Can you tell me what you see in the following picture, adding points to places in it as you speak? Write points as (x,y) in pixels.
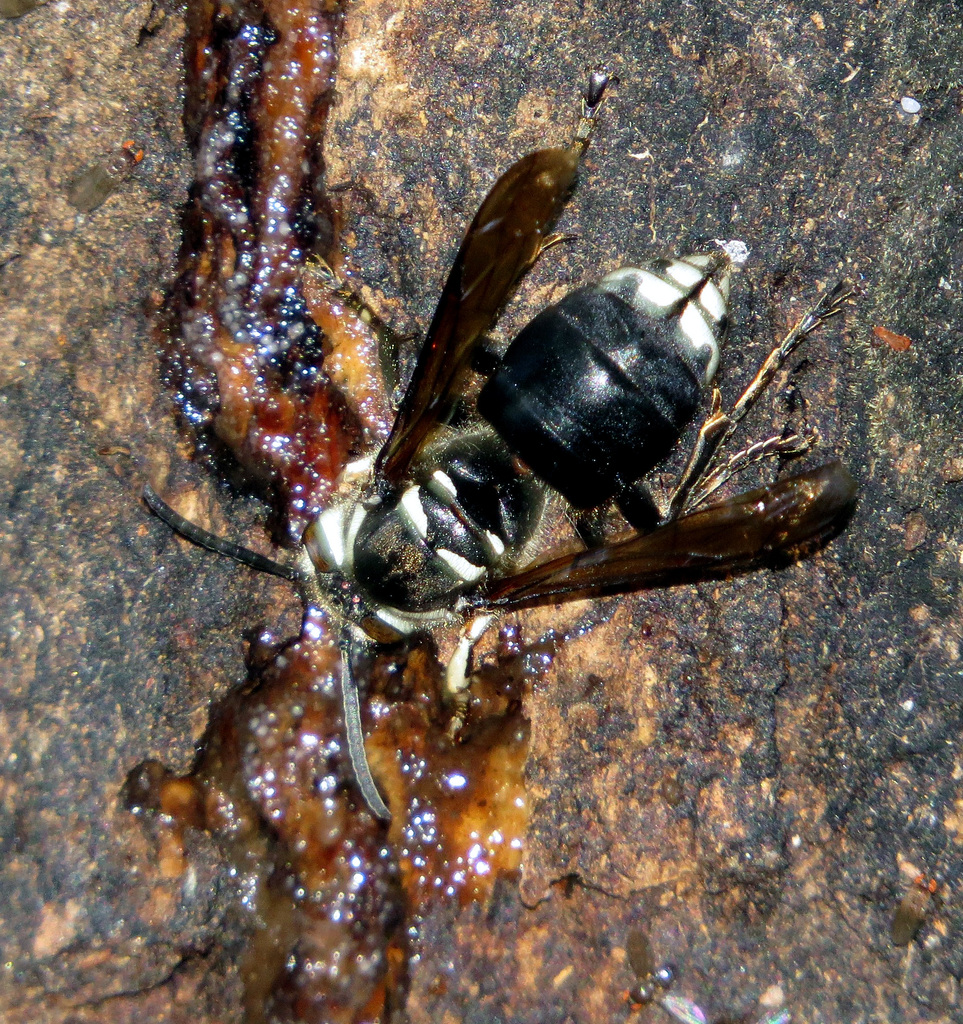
In this image I see an insect (639,417) over here which is of black, white and brown in color and it is on a light brown and black color surface (946,271) and I can also see few more insects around it.
